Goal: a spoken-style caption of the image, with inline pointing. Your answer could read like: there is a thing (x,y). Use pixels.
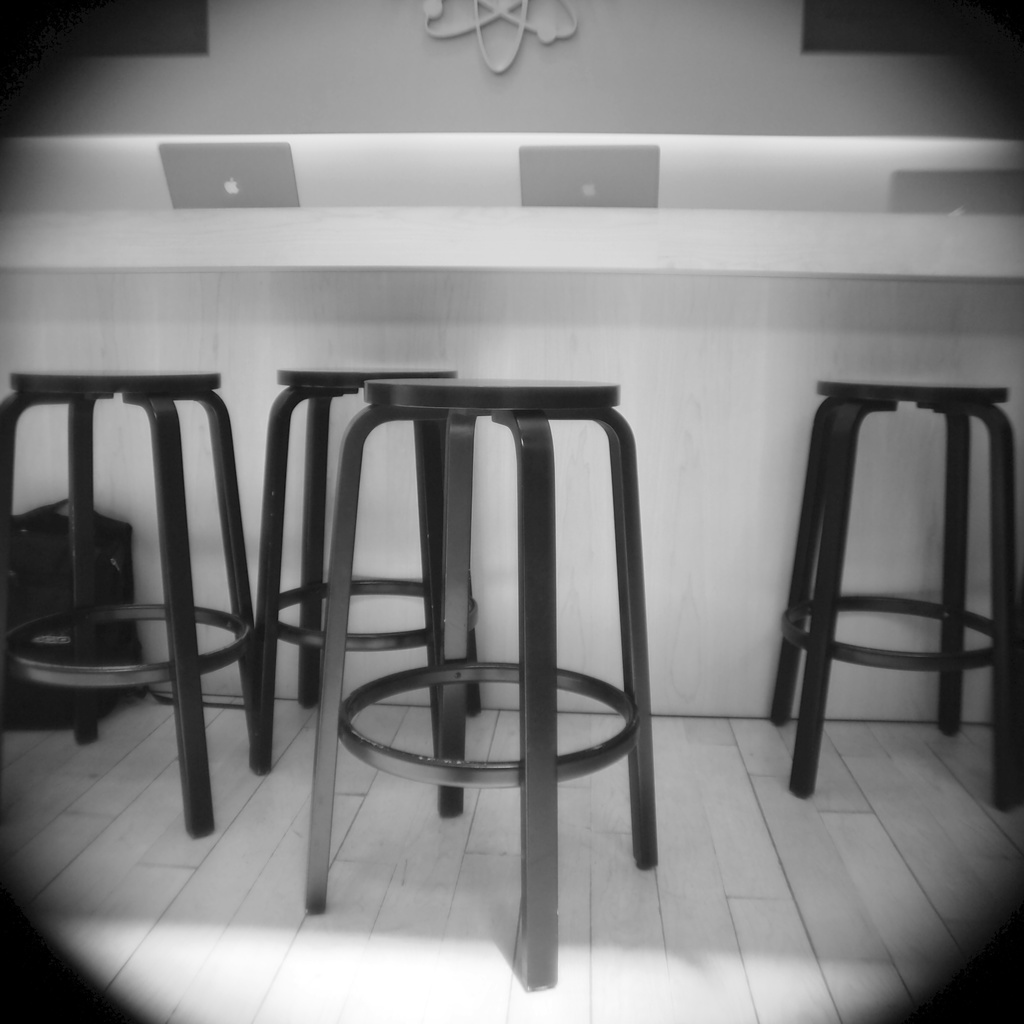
This is a black and white image. In the foreground (458,432) there are stools (579,417). At the top (38,237) there are laptops (539,192), on the desk (294,262). In the background (307,85) there is a wall (398,96) painted white.
